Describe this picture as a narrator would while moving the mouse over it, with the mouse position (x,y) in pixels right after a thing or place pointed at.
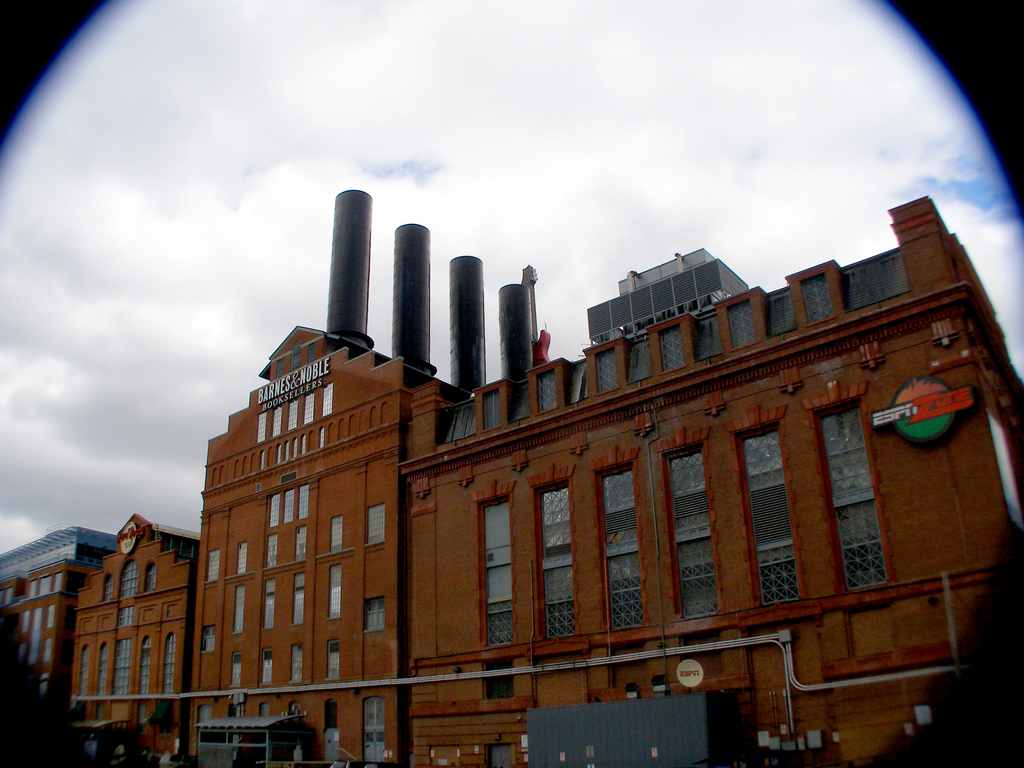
In the image there are buildings (275,518) in the back (713,504) with many windows (770,498) all over it and chimneys (331,318) above it and over the top it's sky (654,147) with clouds (355,131).
